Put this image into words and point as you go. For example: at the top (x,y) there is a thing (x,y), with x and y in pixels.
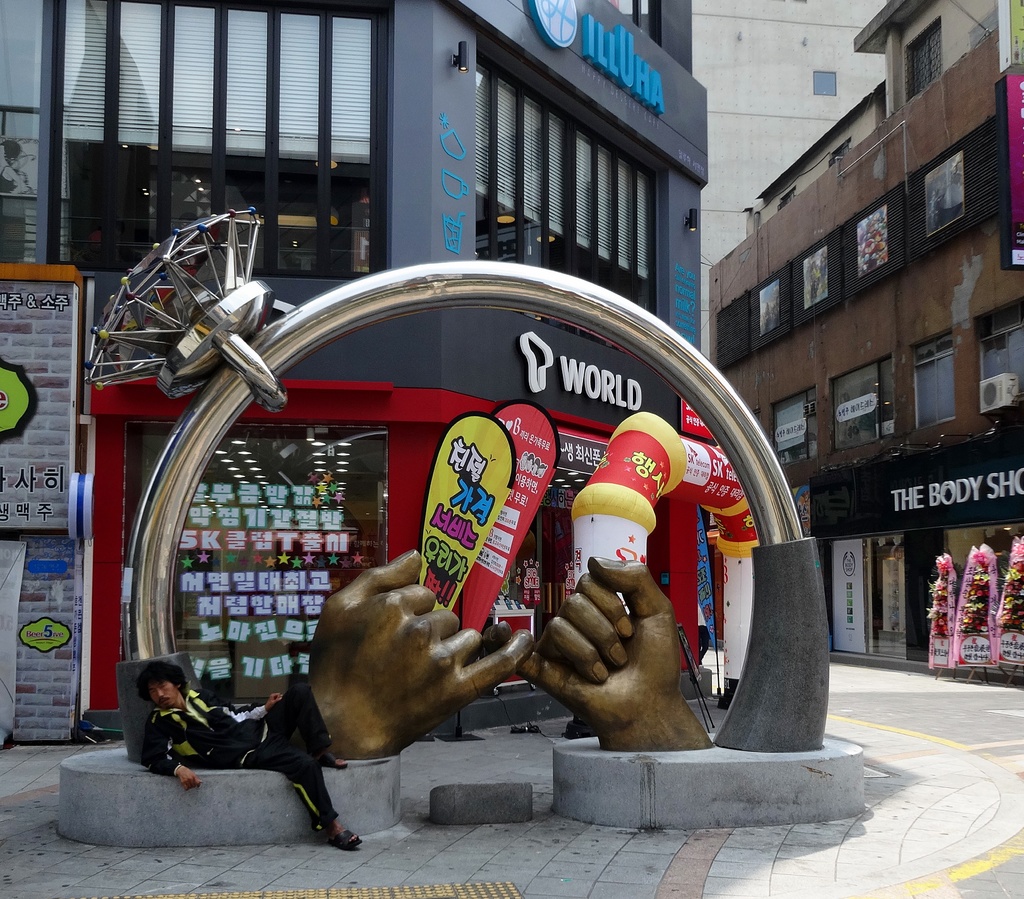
In this image I can see a person (211,721) wearing a black dress (289,704) and there is a sculpture (409,646). There are buildings (972,119) at the back (187,116).
